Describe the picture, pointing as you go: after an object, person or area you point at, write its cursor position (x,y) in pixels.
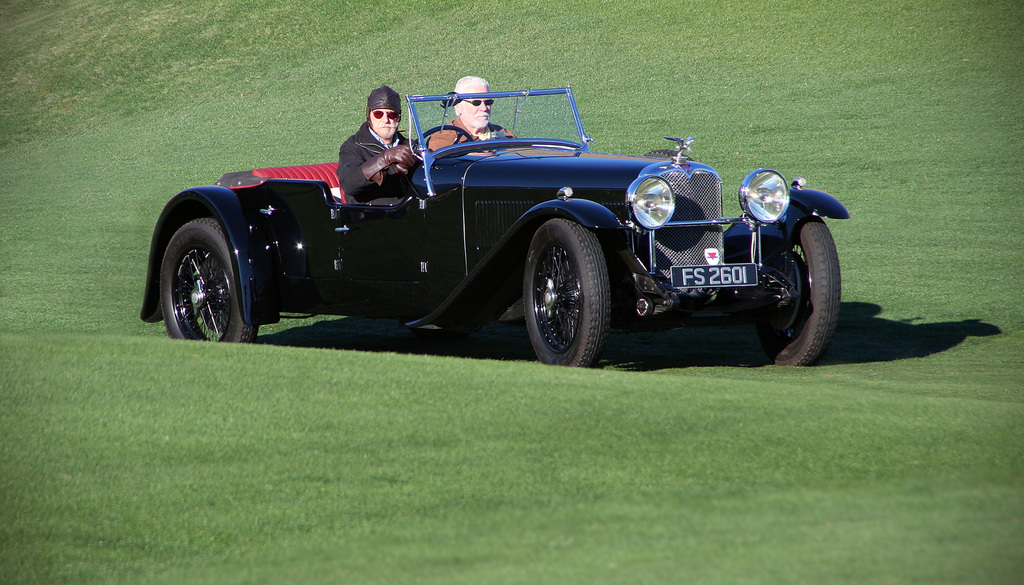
This man (381,148) wore black jacket (356,162) and riding this black vehicle (416,183) on this grass (638,407). Beside this man (399,154) another person (446,145) is also sitting.
